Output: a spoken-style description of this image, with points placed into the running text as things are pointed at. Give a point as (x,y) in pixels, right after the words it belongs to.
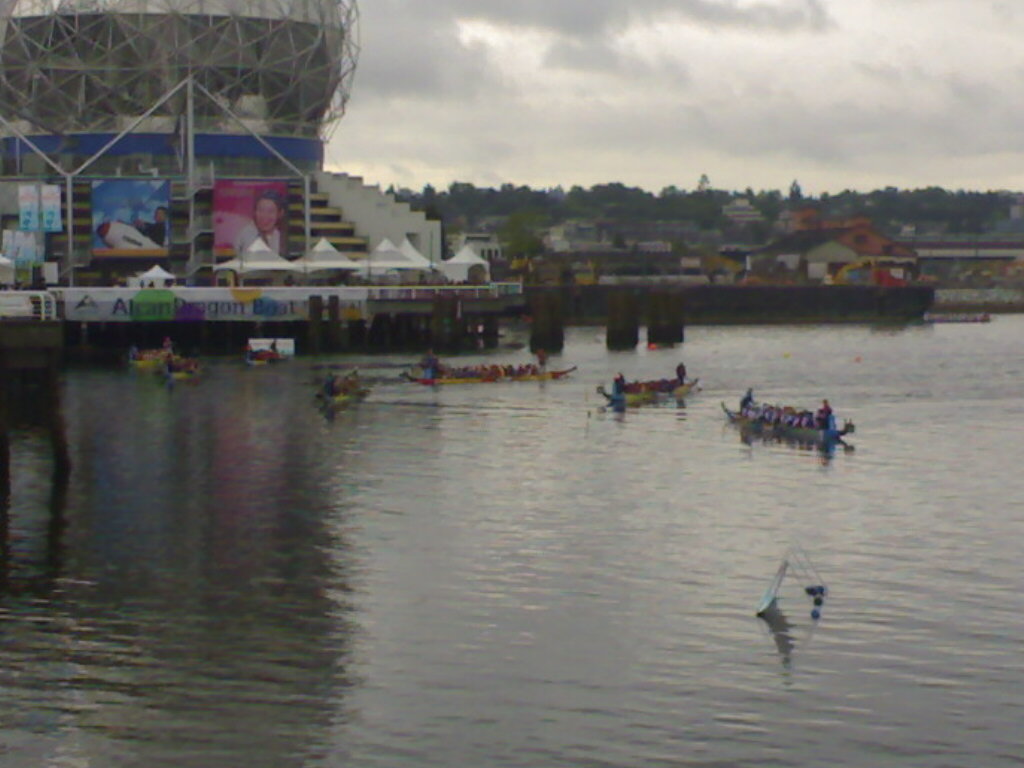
In this image we can see a group of people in some boats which are in the water (456,570). On the backside (112,253) we can see a bridge (694,312) with some pillars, a board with some text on it, some tents (399,270), a building (311,121) with some poles (148,113), boards (130,189) with some pictures (97,217) on it, a group of buildings (719,253), trees (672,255) and the sky (586,74) which looks cloudy.
